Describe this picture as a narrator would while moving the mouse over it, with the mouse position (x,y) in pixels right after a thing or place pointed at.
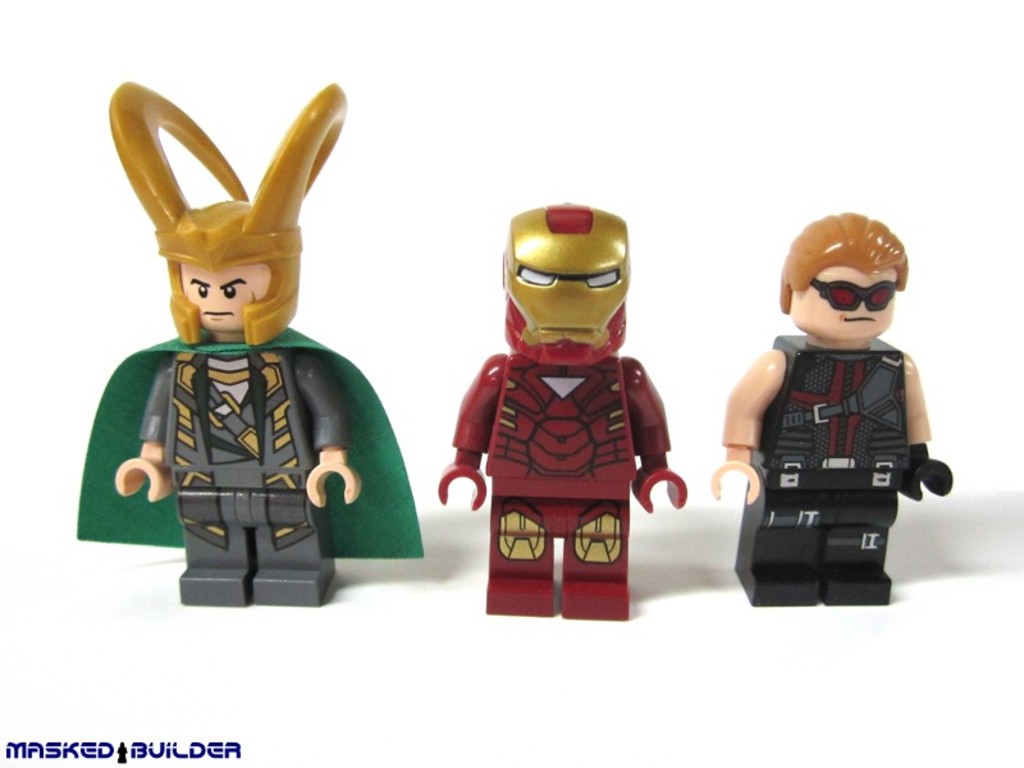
In this image I can see three toys (237,395) which are grey, green, maroon, gold, black and cream in color on the white colored surface (658,670) and I can see the white colored background (833,74).
